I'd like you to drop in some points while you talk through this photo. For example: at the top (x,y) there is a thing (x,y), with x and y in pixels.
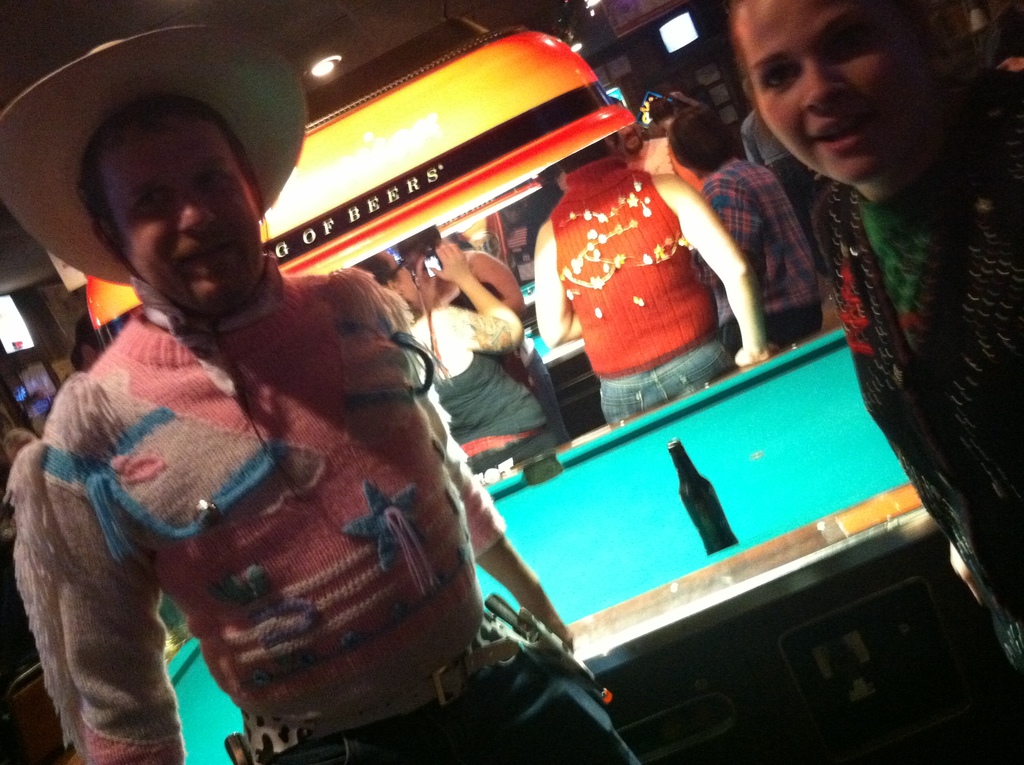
As we can see in the image there is a light (473,169), few people (541,248) here and there and a billiards board (585,546). On billiards board (733,530) there is a bottle (702,524).
